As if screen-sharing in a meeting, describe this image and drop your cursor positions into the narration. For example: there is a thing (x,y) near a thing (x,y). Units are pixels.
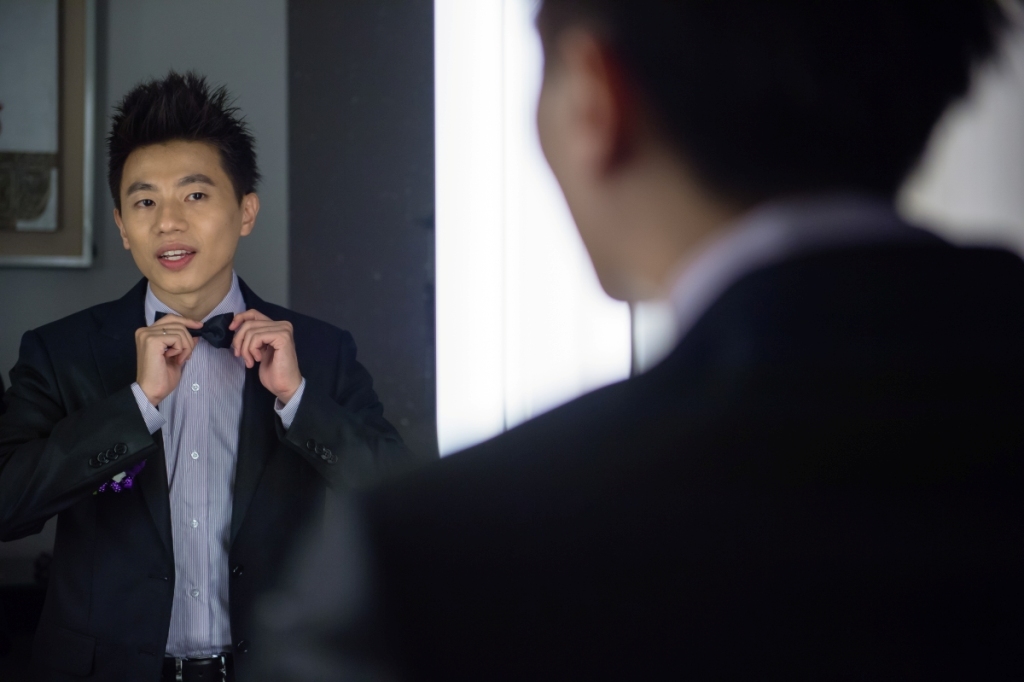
In this picture there is a person (299,653) standing. On the left side of the image (146,611) there is a reflection (145,613) of a person (317,341) standing and holding the bow tie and there is a frame (80,9) on the wall (281,181).
